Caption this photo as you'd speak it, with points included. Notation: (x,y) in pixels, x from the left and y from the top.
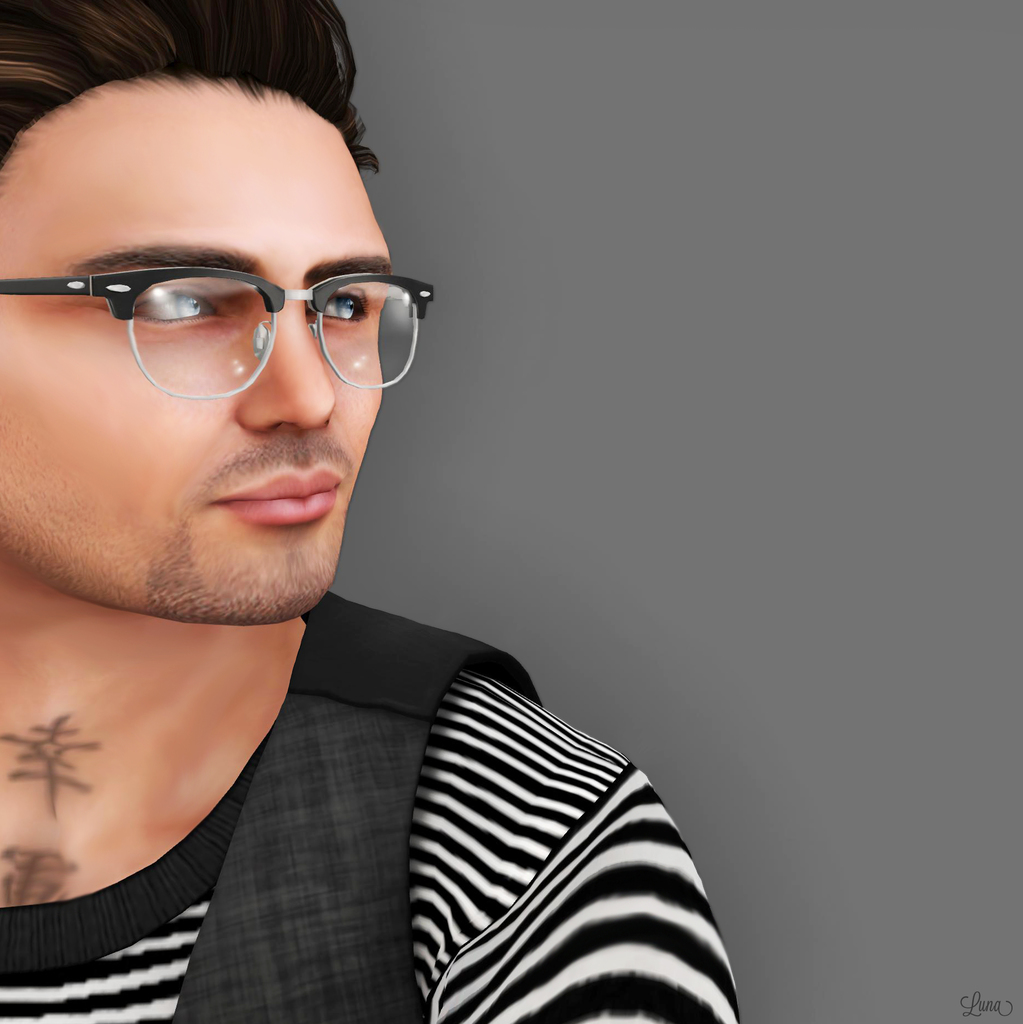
In this picture we can see cartoon image of a man (349,730), this man (235,621) wore spectacles (225,366), there is a plain background (722,252), we can see some text (994,1003) at the right bottom (1009,1010).
